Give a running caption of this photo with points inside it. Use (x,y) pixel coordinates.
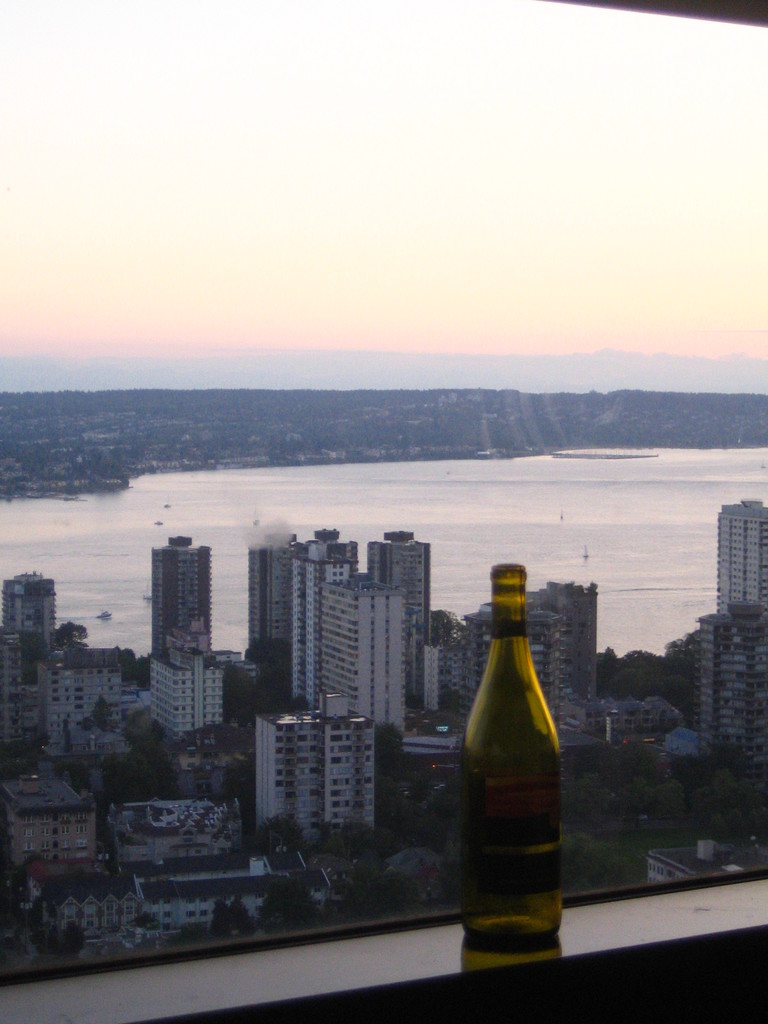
At the top (372,171) we can see sky (432,223). These are buildings (727,603). Here we can see a bottle (508,573) in front of the picture.
